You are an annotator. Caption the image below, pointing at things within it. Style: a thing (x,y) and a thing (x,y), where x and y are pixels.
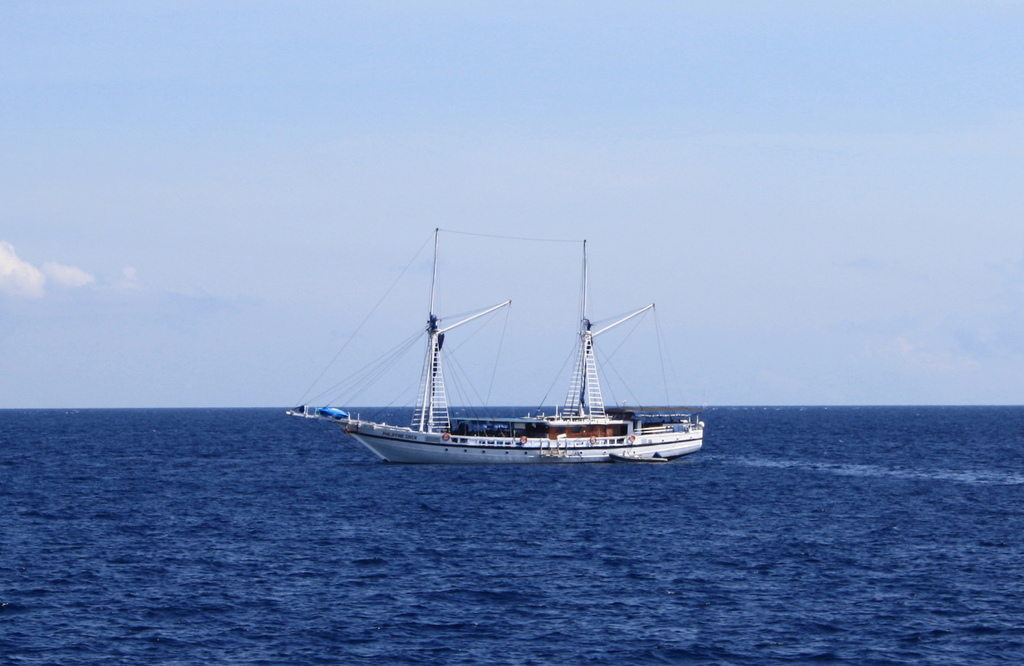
In this image, this is a boat (458,438) on the water (232,524). I think this is the sea (577,540). Here is the sky (585,218).
